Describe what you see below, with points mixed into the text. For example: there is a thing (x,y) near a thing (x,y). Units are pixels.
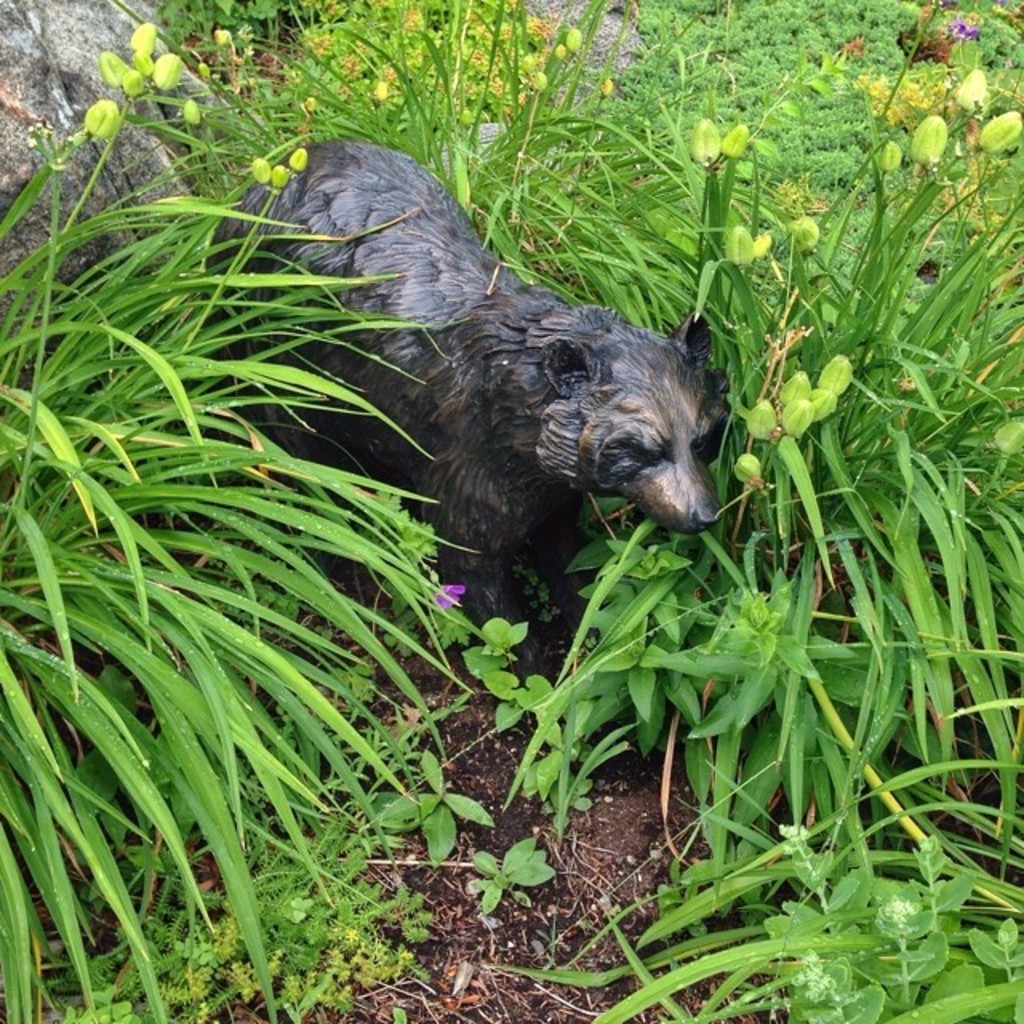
In the foreground (474,246) I can see a bear's sculpture (358,382), grass (372,480), plants (891,795) and rocks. This image is taken may be in the garden (399,630).
